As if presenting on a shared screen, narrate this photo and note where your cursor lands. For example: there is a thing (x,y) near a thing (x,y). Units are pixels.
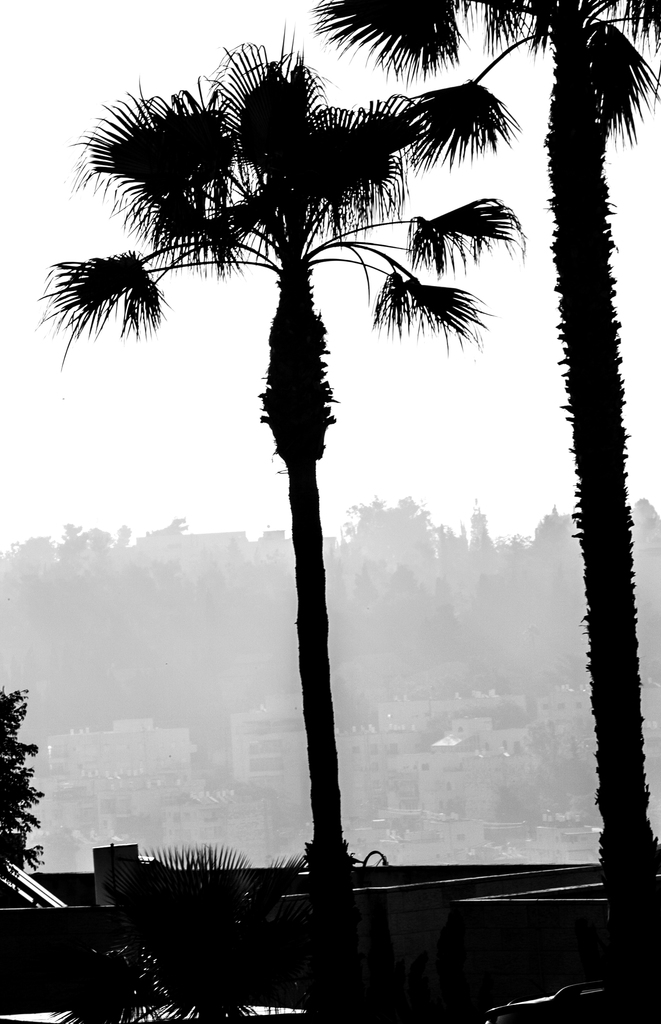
In the center of the image (293,493) there is a tree (323,805). On the right side of the image (627,847) we can see tree (617,850). In the background (380,650) there are buildings (368,768), trees (378,663) and sky (392,448).
